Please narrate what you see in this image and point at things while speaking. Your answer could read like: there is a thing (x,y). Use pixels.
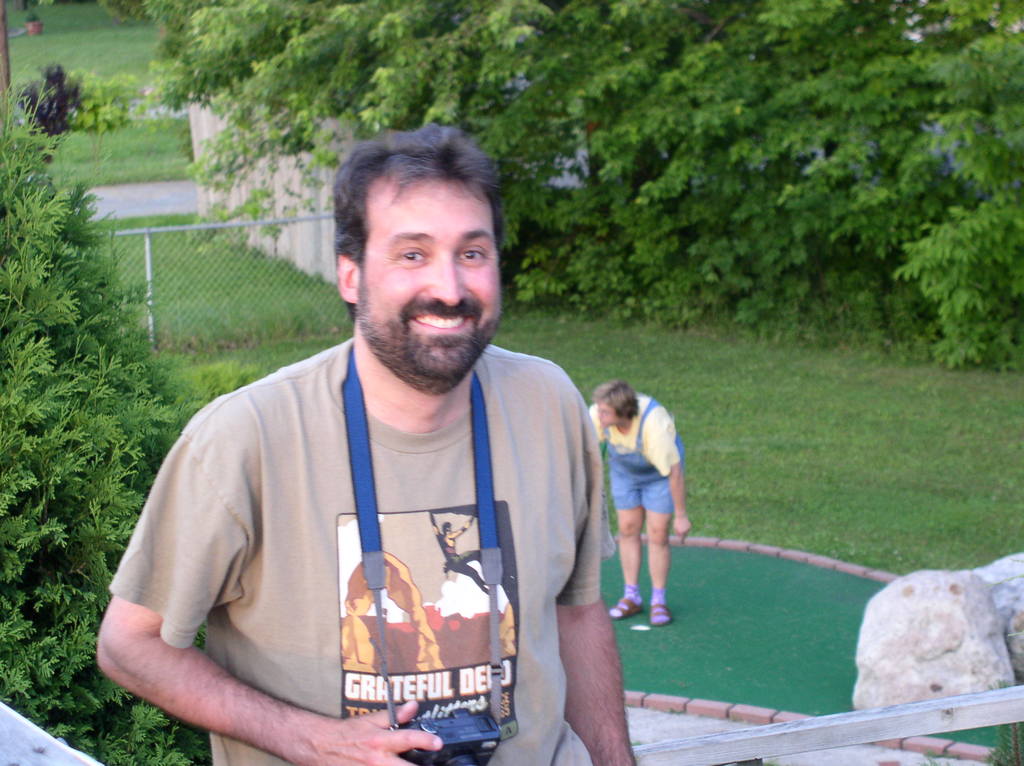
In this picture there is a man (519,715) smiling and holding a camera (409,723) and we can see rod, behind him there is a person (626,602) and we can see tree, grass (762,514) and rocks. In the background of the image (161,231) we can see mesh (290,259), grass (168,218), trees (416,98) and plants (132,91).
